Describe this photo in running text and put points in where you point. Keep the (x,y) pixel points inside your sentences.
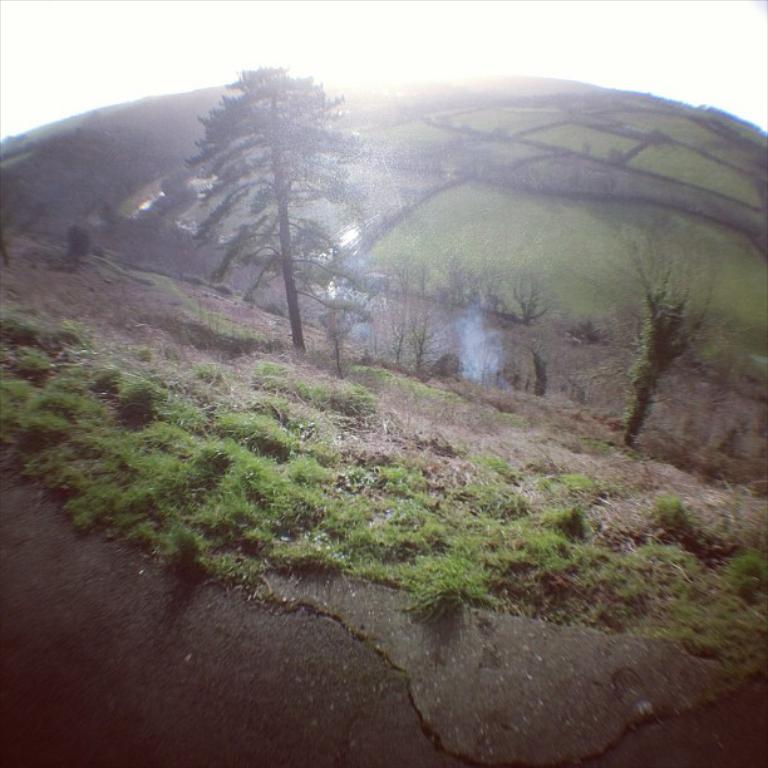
In this picture we can see grass (673,531) on the ground (636,534), here we can see trees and we can see sky (760,90) in the background (766,80).
